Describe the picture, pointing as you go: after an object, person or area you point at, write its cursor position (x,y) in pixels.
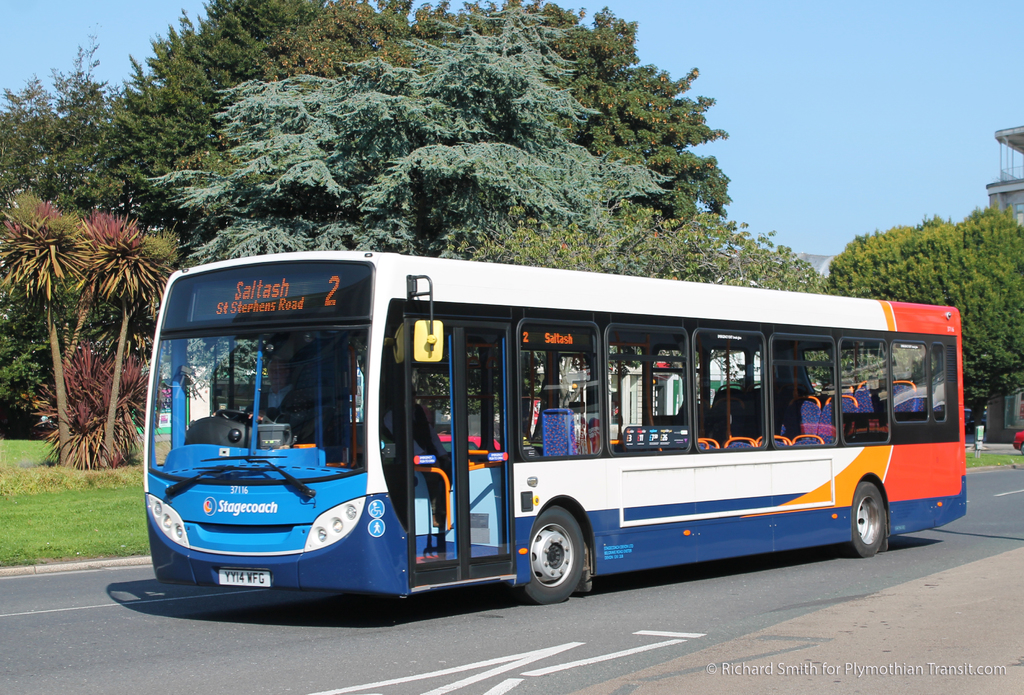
In this image in the center (616,399) there is a bus (623,456) which is moving on the road (719,615). In the background (313,190) there are trees (870,283) and there's grass (10,523) on the ground (24,561) on the right side (1022,195) there is a building (1009,184).
